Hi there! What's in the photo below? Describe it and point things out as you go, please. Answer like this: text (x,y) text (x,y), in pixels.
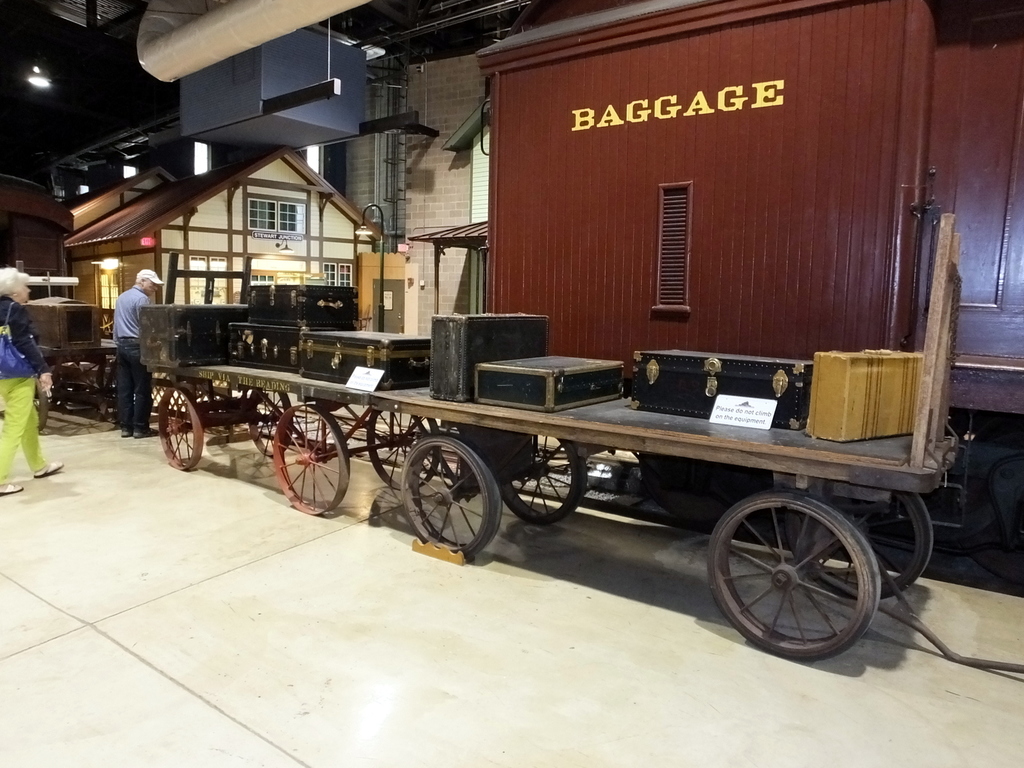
In this picture we can see few suitcases (156,344) and white boards (747,420) on the wheel cart (796,570). A woman (31,436) wearing a handbag (10,360) and is walking on the path (65,430) on the left side (19,376). A man (125,407) is standing on the path (24,462). There is a house (349,233) and few lights (39,65) on the top (342,250). A wooden object (597,156) is visible and a building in the background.
